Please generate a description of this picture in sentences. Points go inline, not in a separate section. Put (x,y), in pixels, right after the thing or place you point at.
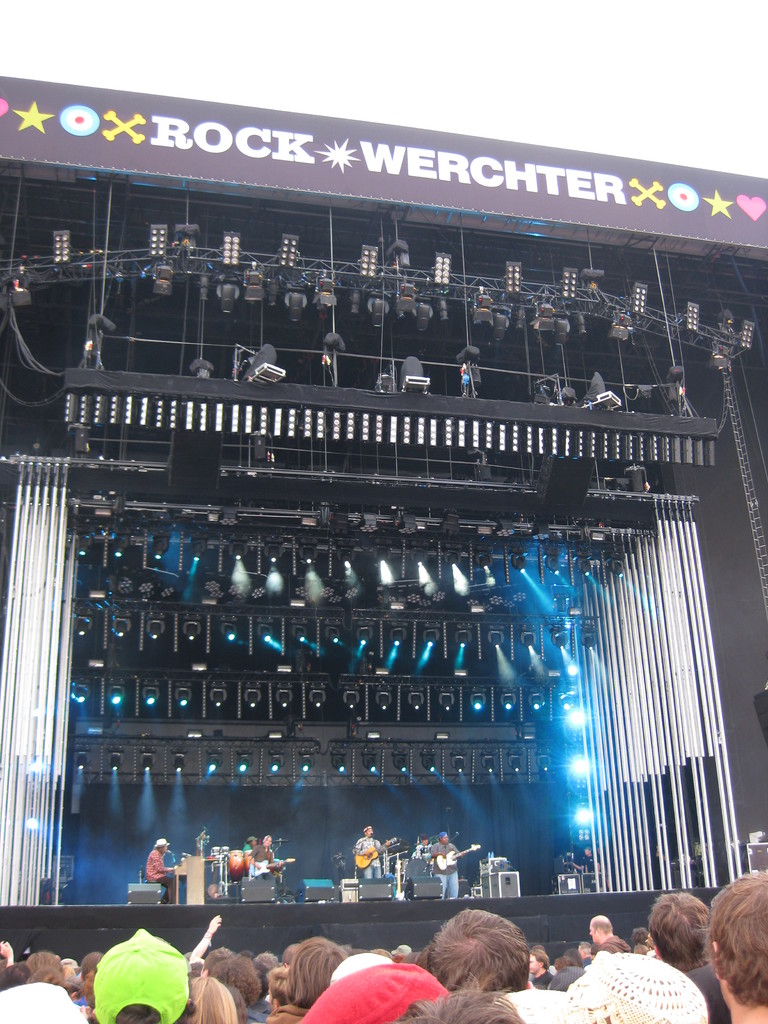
A concert is going on. People (120,971) are present. People (437,851) are performing on the stage (274,848), playing musical instruments (277,860). There are lights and a board (134,131) on the top (163,136).
